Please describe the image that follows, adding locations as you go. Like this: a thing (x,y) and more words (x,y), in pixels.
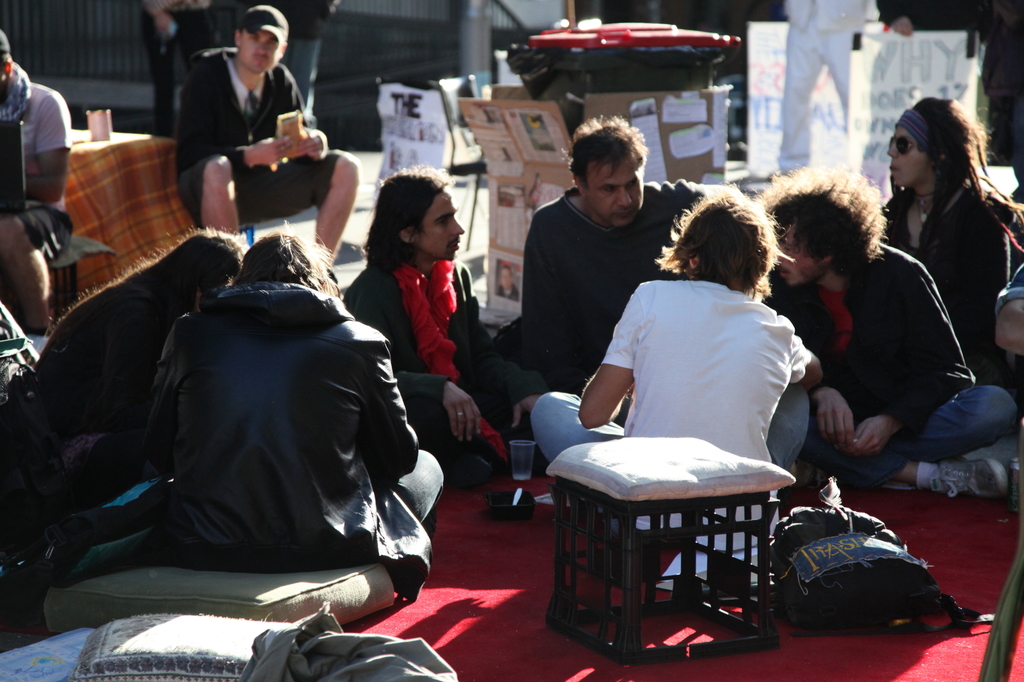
In this image there are few persons (914,472) sitting on the floor (969,574) having a stool (739,587), bag (790,570), pillows (204,605) are on it. A person (307,183) is sitting on the stool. He is wearing a cap (252,22). Beside him there is a table (103,142) having a glass (102,129) on it. Middle of the image (488,246) there is a dustbin (644,69) which is covered with the cardboards (710,119). There are few boards (480,123) on the floor (365,158). Few persons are standing on the floor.
